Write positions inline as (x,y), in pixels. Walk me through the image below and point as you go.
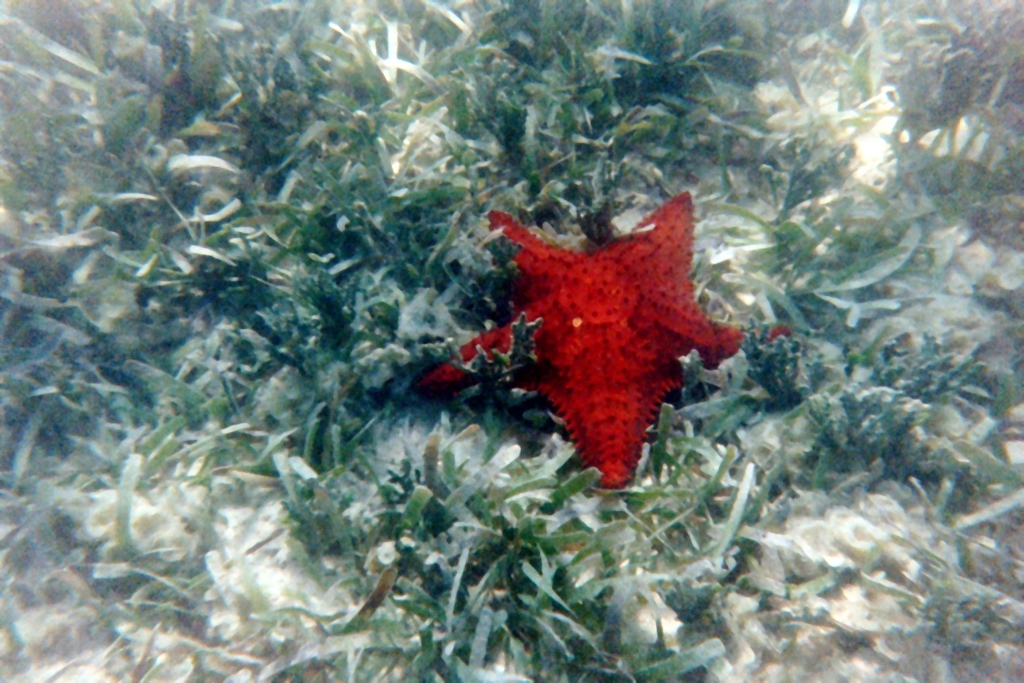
In this image we can see a star fish (612,343) and aquatic plants (353,288).
